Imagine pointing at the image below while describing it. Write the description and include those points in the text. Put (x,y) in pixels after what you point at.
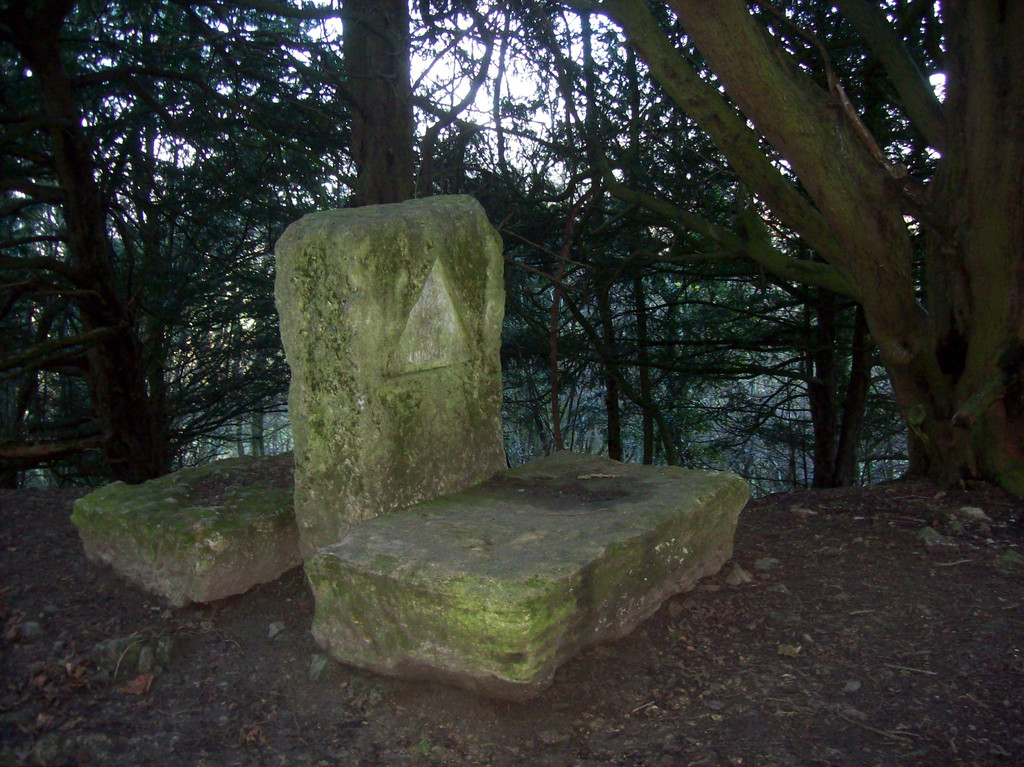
There are three stones (276,489). On one stone (385,346) there is a triangular shape (430,326). In the back (499,130) there are trees (743,248).
